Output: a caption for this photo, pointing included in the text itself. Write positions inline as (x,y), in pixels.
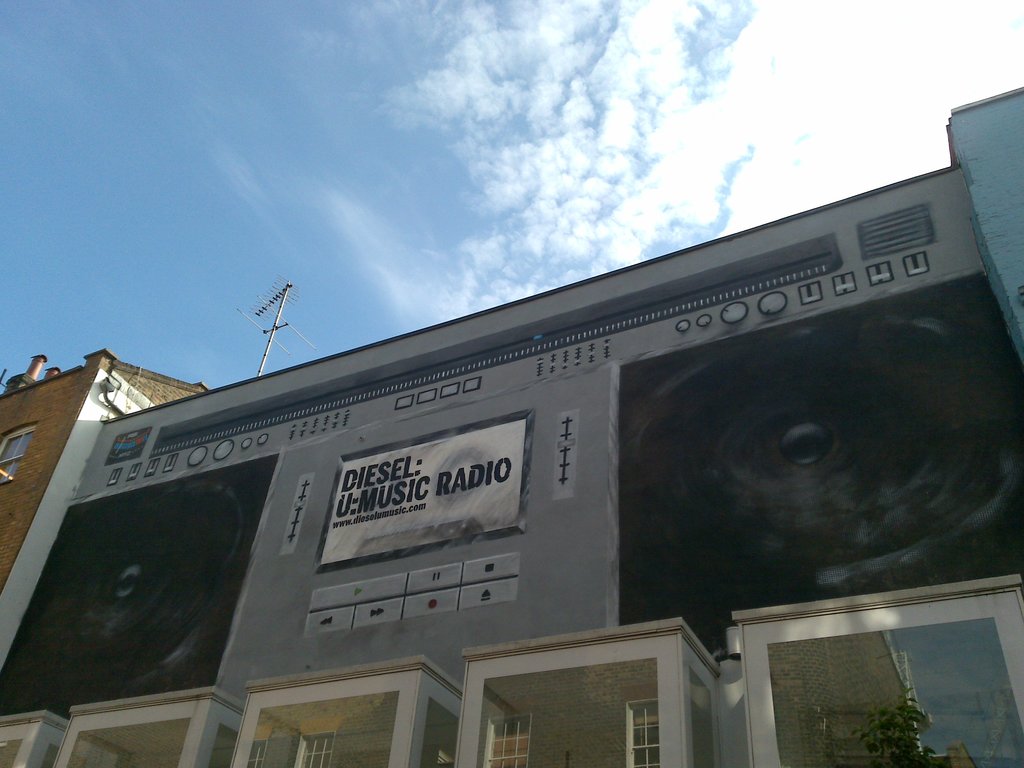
In this image there are buildings (510,509) and we can see boards (636,545) placed on the buildings (680,503). In the background (486,210) there is sky (418,163).
